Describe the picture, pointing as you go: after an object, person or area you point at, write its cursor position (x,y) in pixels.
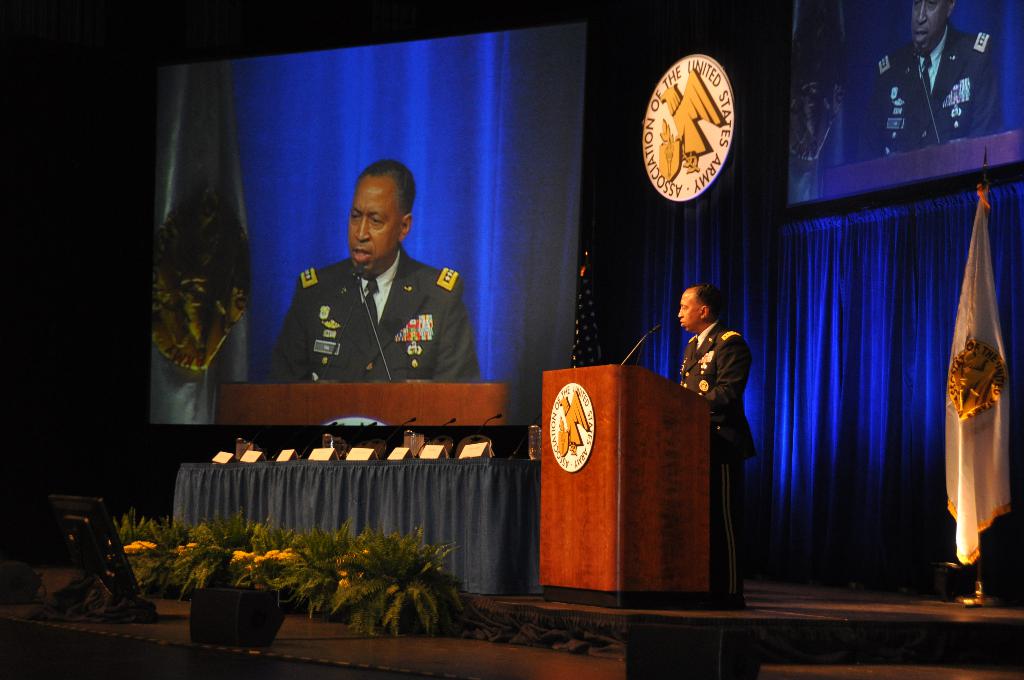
In this image we can see the screen (323,186). And we can see a person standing at the podium (679,444). And we can see the microphone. And we can see the curtain (722,318). And we can see some decorative items (239,565) on the stage (519,623).
